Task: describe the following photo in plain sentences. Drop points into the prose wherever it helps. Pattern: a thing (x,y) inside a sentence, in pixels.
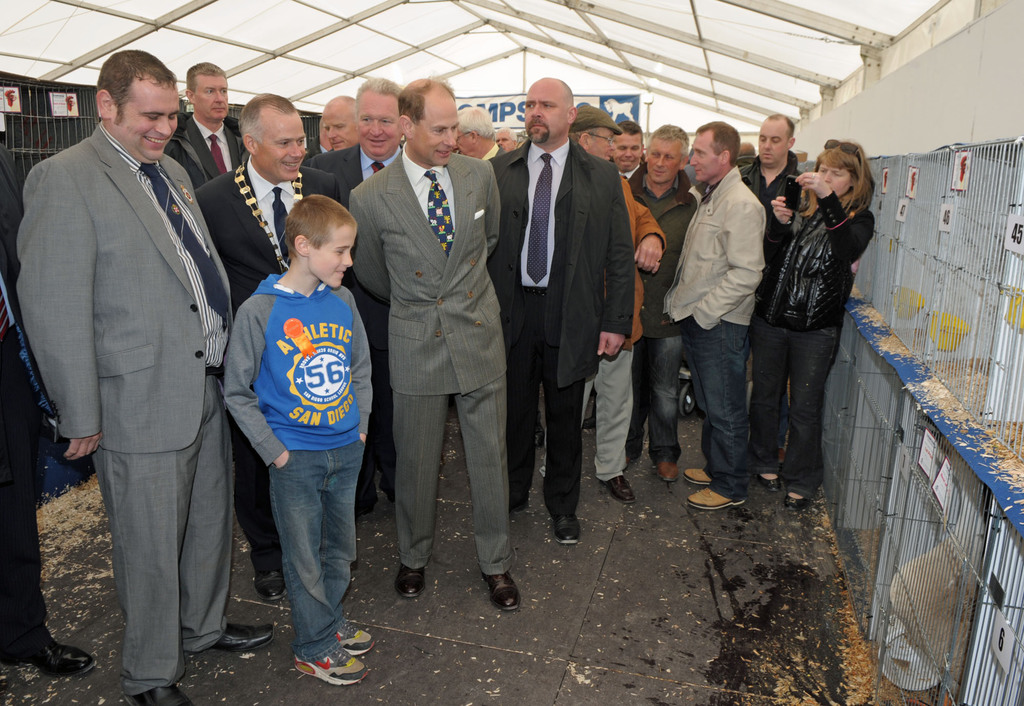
In this image I can see there are group of persons (572,151) standing under the shed (851,94) and I can see the wall (933,125) on the right side (898,103) and I can see a woman (790,219) holding a mobile (795,202) on the right side (840,253), standing in front of the wall (922,115).
